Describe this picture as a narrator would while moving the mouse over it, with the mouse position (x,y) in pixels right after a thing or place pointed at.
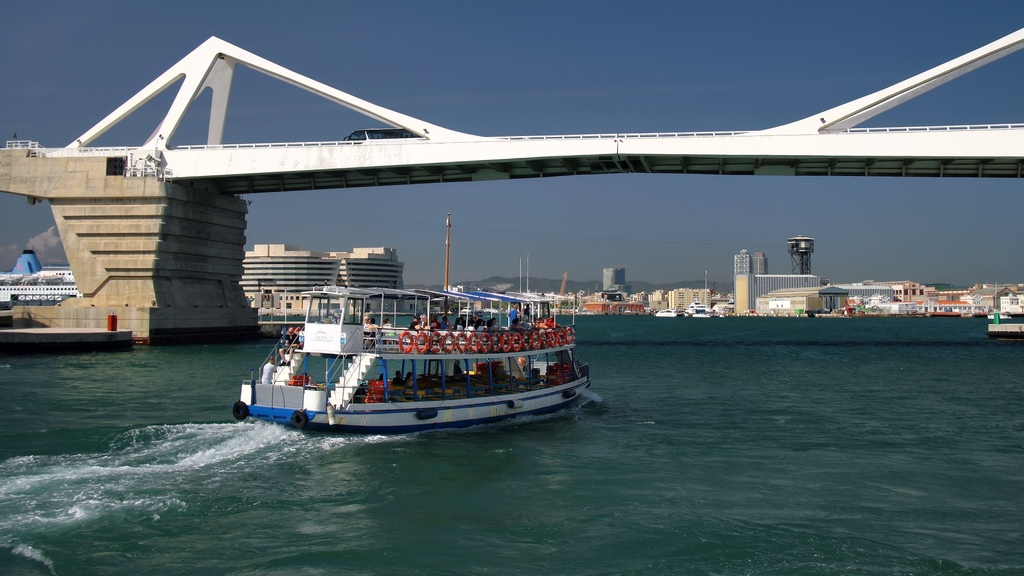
In this picture we can see some people (421,318) in the ship (421,352) and the ship (374,408) is on the water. Behind the ship (392,361) there is a bridge (304,179), buildings (622,288), pole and the sky (481,217).
